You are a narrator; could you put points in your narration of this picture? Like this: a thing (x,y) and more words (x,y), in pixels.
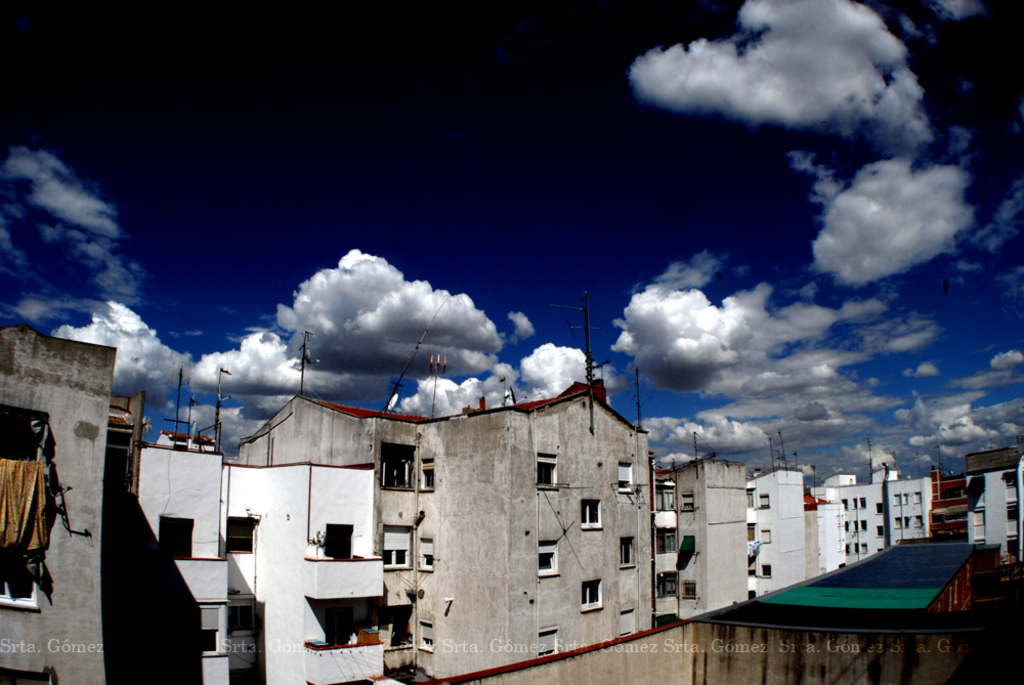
These are the buildings (565,523) with windows (333,536). I think these are the kind of poles (639,410), which are at the top of the building (588,427). I can see the clouds (399,301) in the sky (528,155). This looks like a cloth (23,488), which is hanging. I can see the watermark (280,652) on the image.
